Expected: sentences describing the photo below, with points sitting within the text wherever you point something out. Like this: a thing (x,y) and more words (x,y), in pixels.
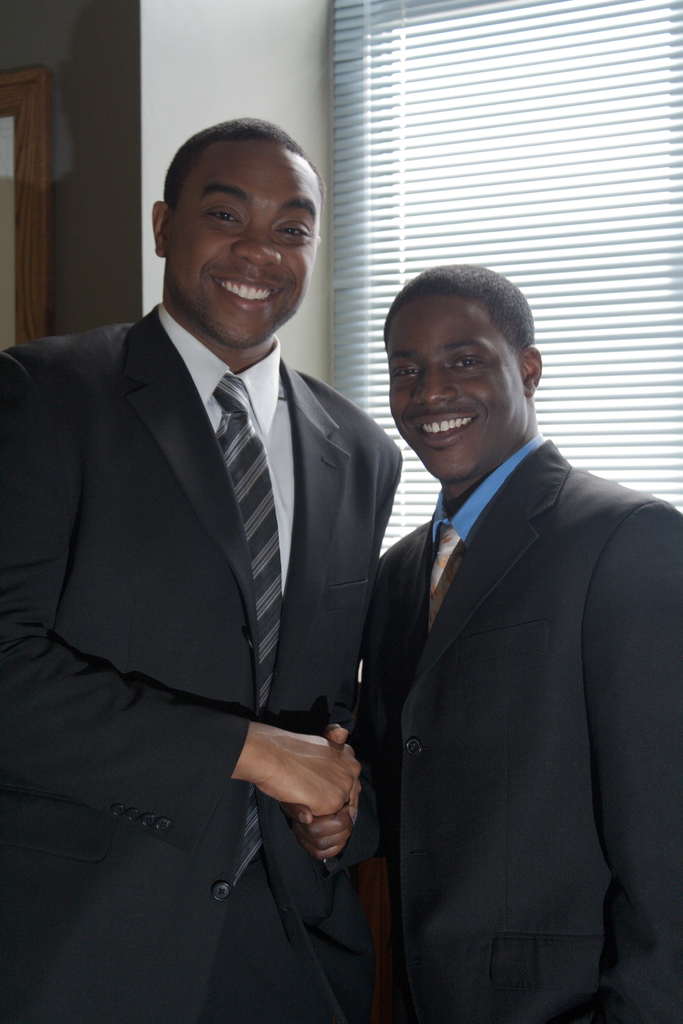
In this image there are two people (309,652) standing with a smile on their face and they are shaking hands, behind them there is a wall (203,78) and a window (450,121).
